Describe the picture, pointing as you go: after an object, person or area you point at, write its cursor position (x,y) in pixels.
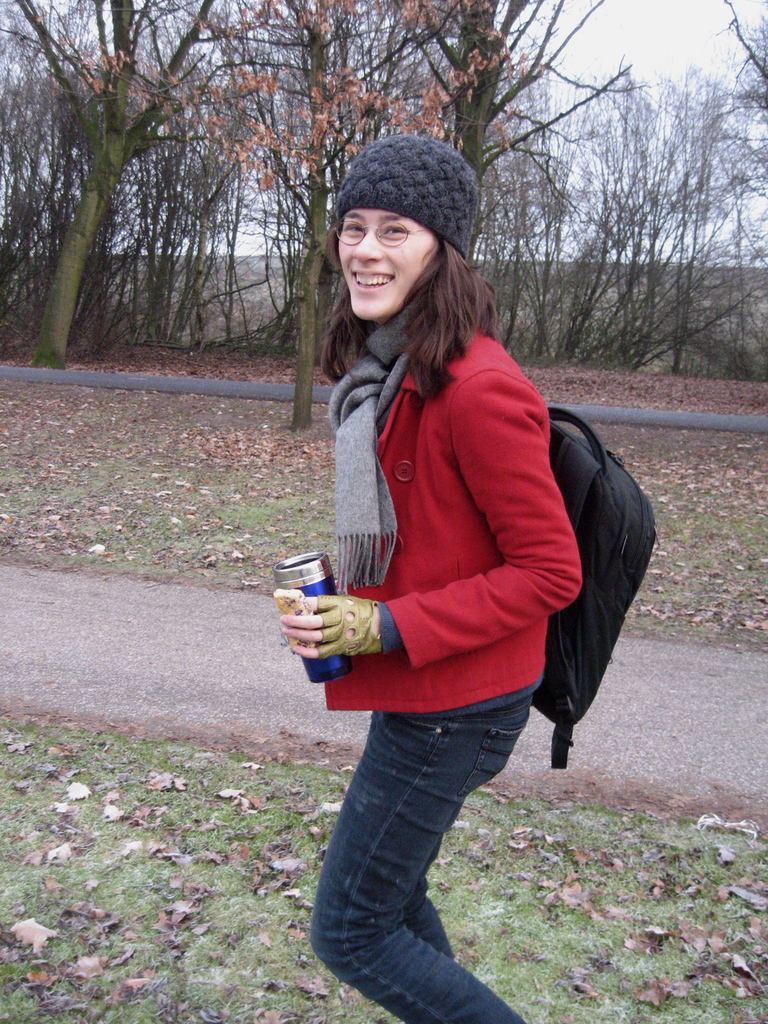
In the image there is a lady (442,254) in red sweatshirt (408,560) and scarf (383,580) with a cap (401,174) over her head (436,233) and holding a bag (560,462) and a coffee mug (300,566) walking on grassland (229,802) and behind her there are trees (623,191) and above its sky (644,42).
